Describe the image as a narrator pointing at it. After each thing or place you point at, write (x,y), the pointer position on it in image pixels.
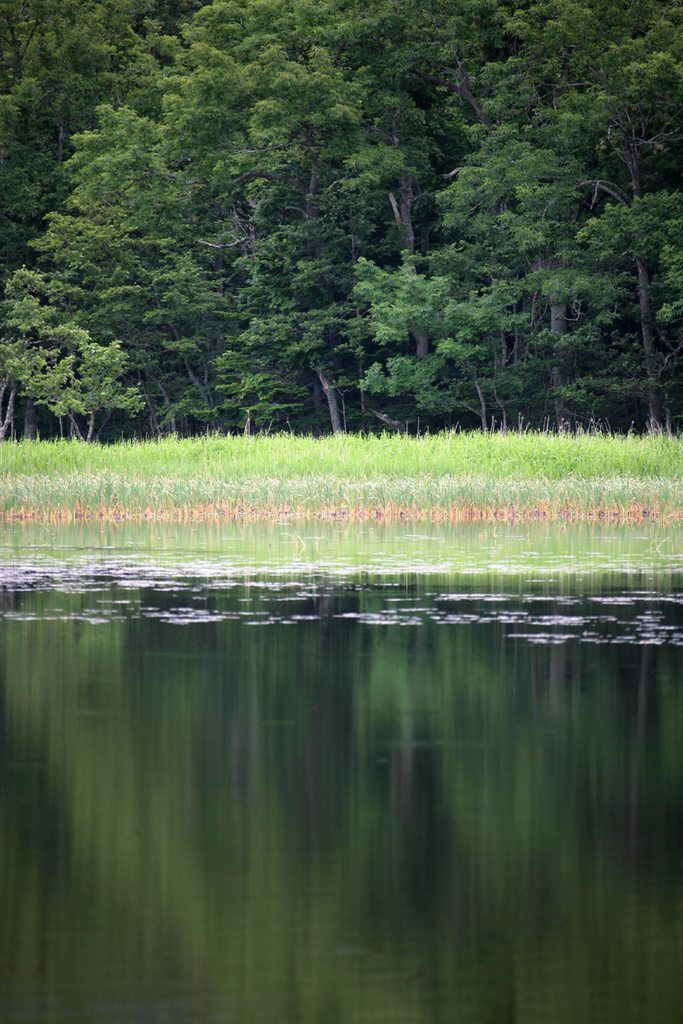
In the center of the image (356,549) there is water (483,632). At the background of the image (90,464) there is grass (108,464) and trees (270,336).
